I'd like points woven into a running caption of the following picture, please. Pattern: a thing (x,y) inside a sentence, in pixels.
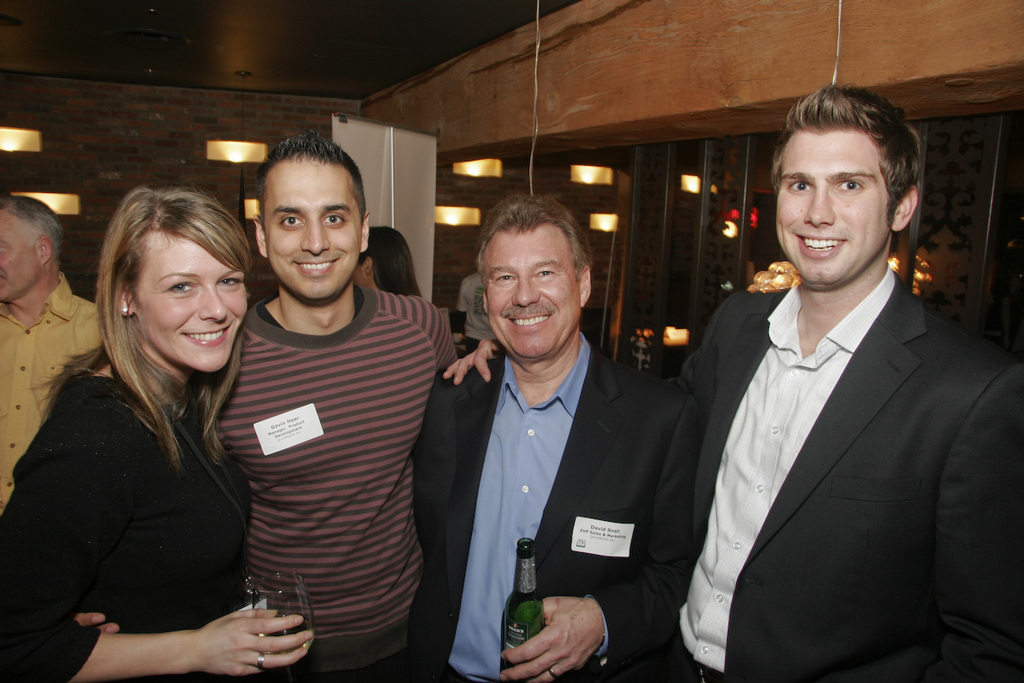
In the center of the image (515,453) we can see four people (536,449) are standing and they are smiling and they are in different costumes (543,494). Among them, we can see two persons (574,487) are holding some objects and we can see the papers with some text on the shirts (587,477) of the two persons (628,474). In the background (203,177) there is a wall (205,163), glass (651,202), lights (761,275), few people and a few other objects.
